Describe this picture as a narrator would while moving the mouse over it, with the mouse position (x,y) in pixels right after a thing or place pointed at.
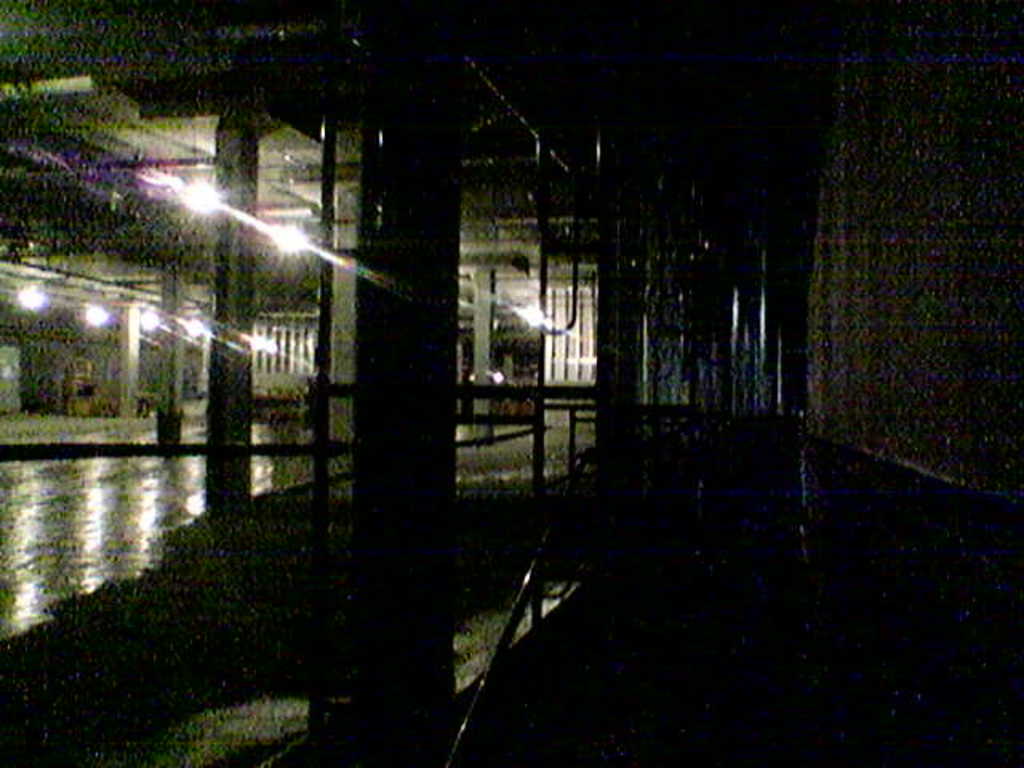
In this dark and blurry image there is a wall (820,355). There are lights (156,186) to the ceiling (171,135). In the center (400,377) there is a pillar (455,396). Beside the pillar (447,535) there is a railing (513,611).
